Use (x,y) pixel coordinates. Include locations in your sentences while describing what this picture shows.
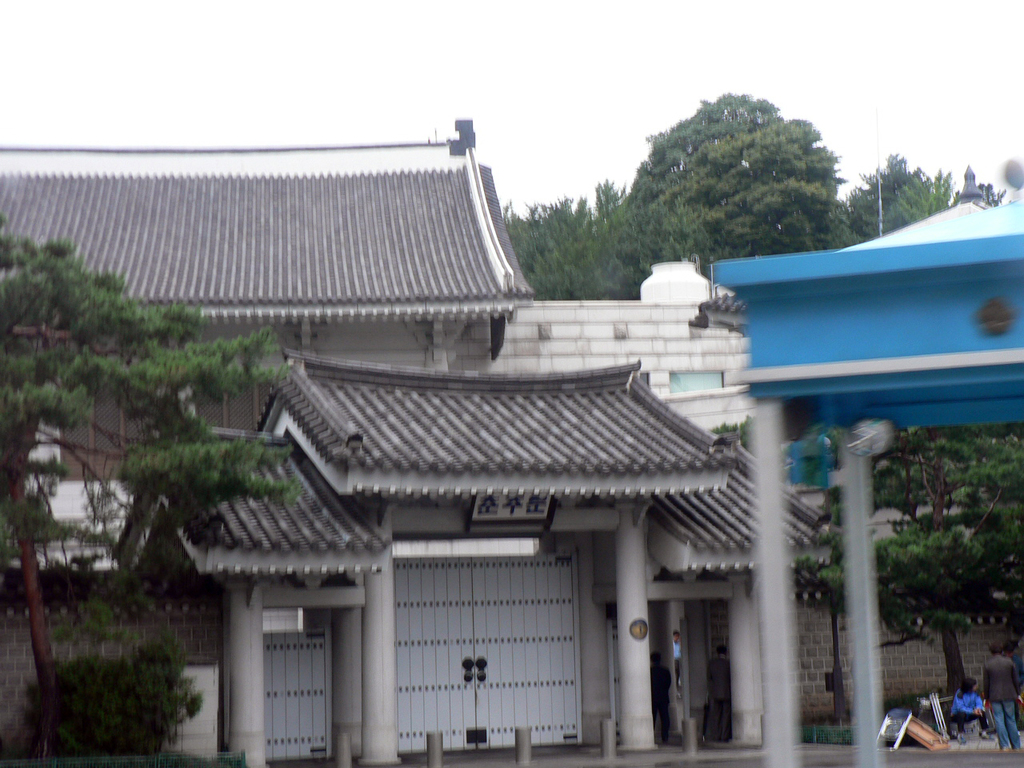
In this image there is a person (994,696) standing toward the right, there are trees (965,504), there is a building (369,376), there is a sky (397,41).
